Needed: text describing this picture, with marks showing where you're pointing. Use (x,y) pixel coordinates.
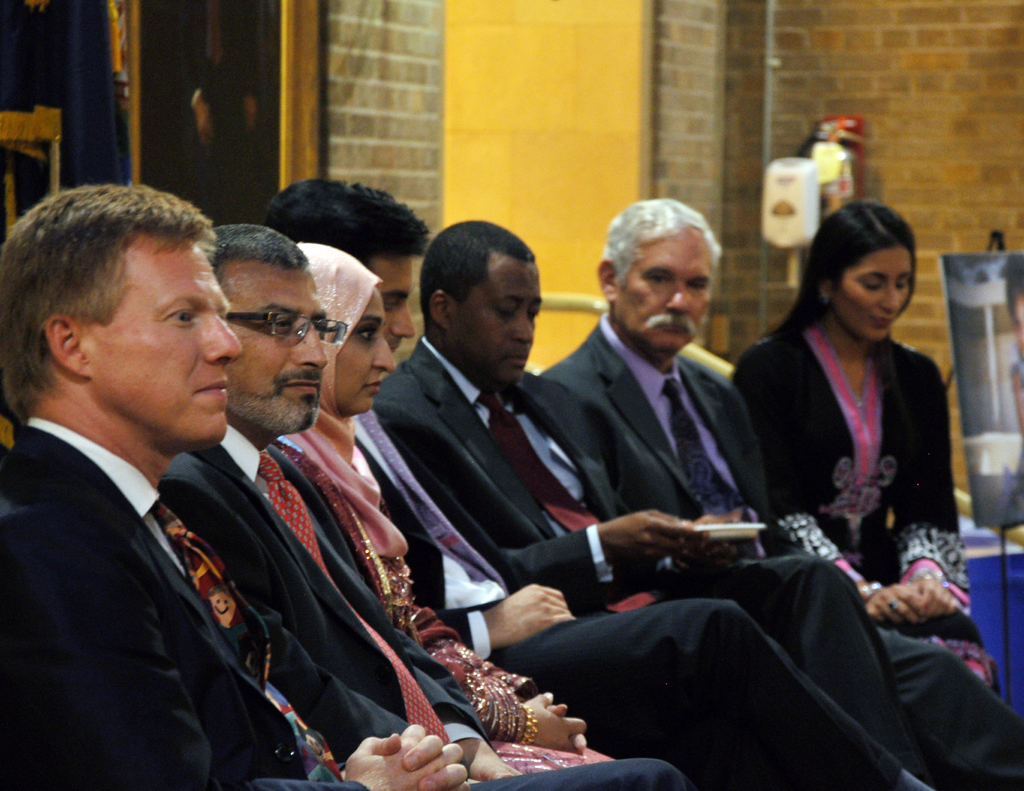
In this image there are people (633,642) sitting on the chairs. Beside them there is a stand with photo frame (984,450) on it. Behind them there is a rod (705,359) and there are a few other objects (788,226). In the background of the image (789,91) there is a wall (673,91).
